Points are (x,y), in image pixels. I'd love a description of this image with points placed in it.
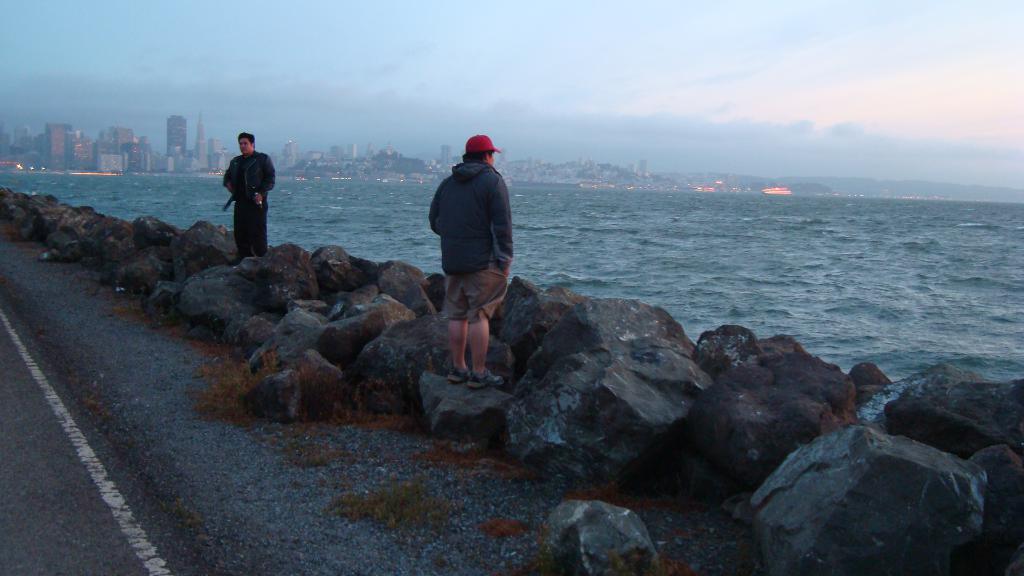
There are two men (441,214) standing. These are the rocks (325,278). This looks like a sea (336,229) with the water (882,288) flowing. I can see the view of a city (386,178) with the buildings (136,162). I think this is the road (49,417).
